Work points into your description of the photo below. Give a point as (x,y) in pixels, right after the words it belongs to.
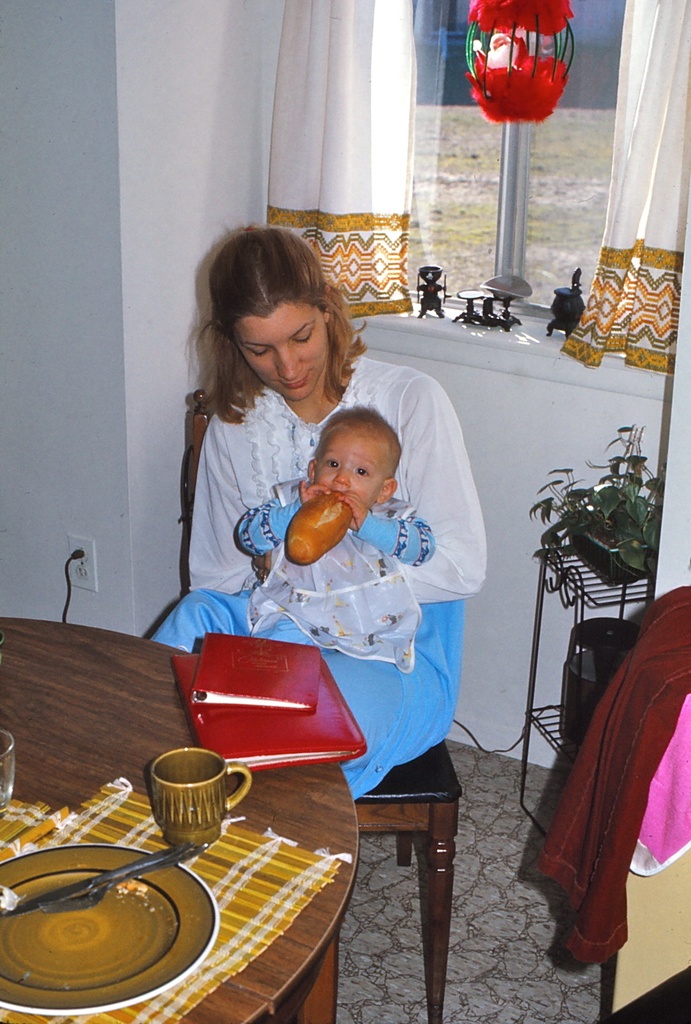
In this picture we can see a woman (403,764) sitting on the chair (433,806). And she hold a baby (287,569) with her hands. And this is the table (67,723). There is a plate (167,895) and a cup (219,818) on the table (72,694). This is the floor (496,972), and there is a wall (77,122). We can see the curtain (350,87) here.
